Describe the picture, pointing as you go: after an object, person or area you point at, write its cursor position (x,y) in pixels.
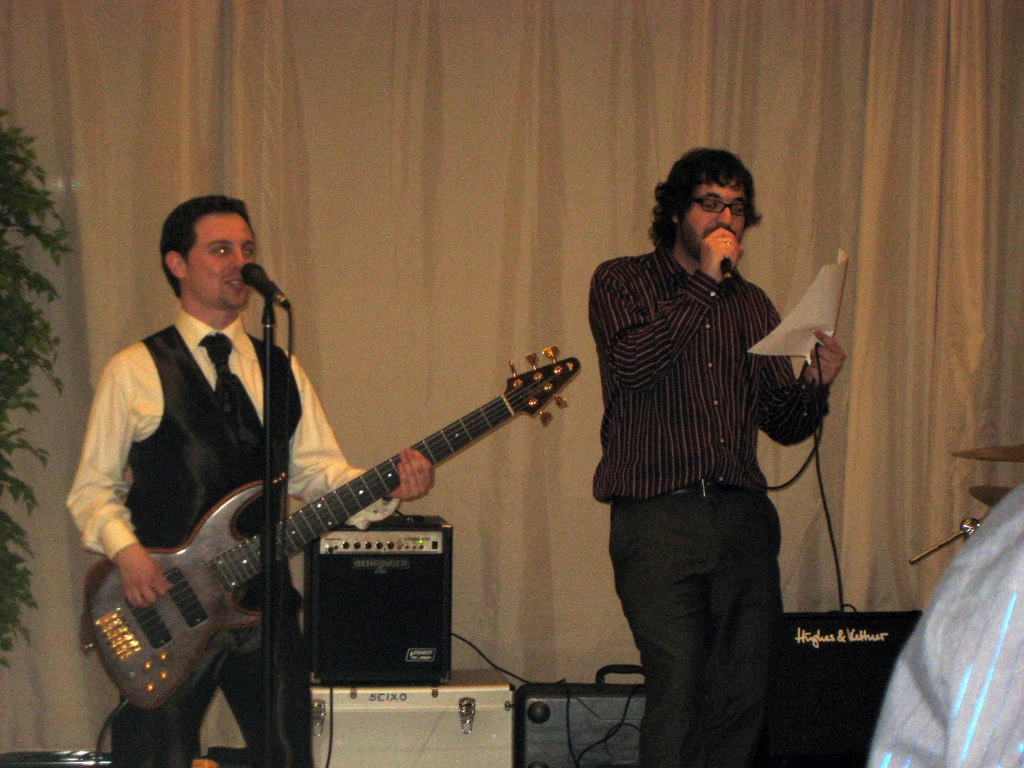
In this image I can see a person (696,430) wearing black color dress (677,498) is standing and holding a microphone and a paper (843,261) in his hand (742,250). I can see another person (288,468) wearing black and white colored dress (211,442) is standing and holding a guitar (295,526). I can see a microphone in front of him. In the background (302,265) I can see the cream colored curtain (400,184), a tree (15,212) and some equipment (442,635).
